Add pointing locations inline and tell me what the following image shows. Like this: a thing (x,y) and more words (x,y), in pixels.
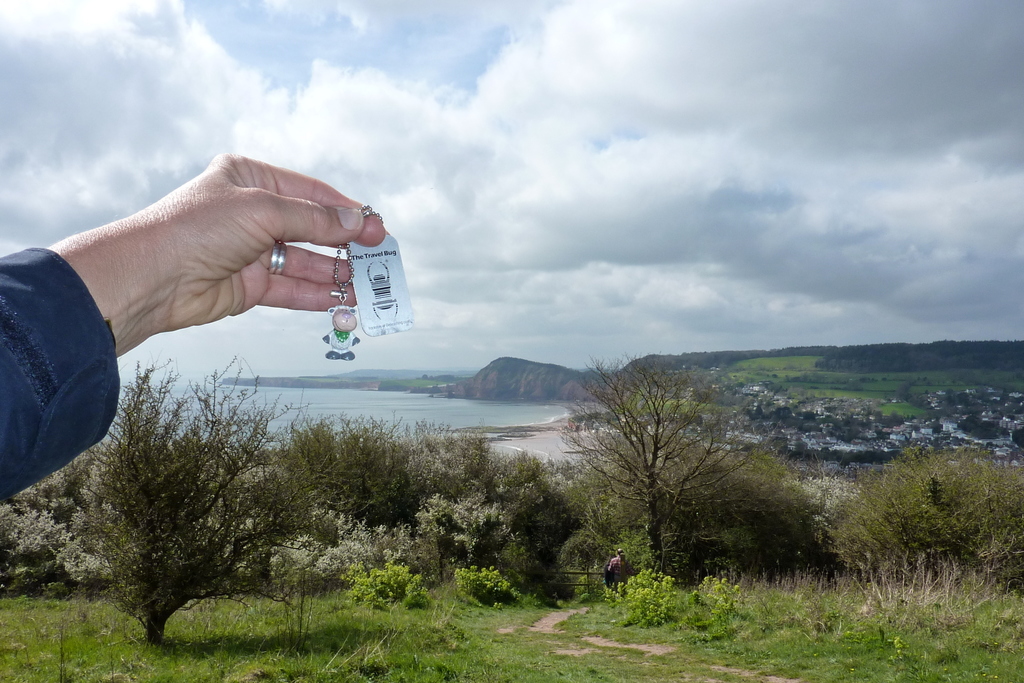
On the left side of the image (297,229) we can see a person (302,270) is holding a keychain (343,315). In the center of the image (400,387) we can see mountains (491,390), water (509,405), trees (596,419), grass (801,385). At the top of the image (615,109) clouds (626,81) are present in the sky (585,143). At the bottom of the image (537,591) we can see some plants (649,609), ground (553,613) and a person (620,566). On the right side of the image (873,431) we can see some buildings (884,448).
